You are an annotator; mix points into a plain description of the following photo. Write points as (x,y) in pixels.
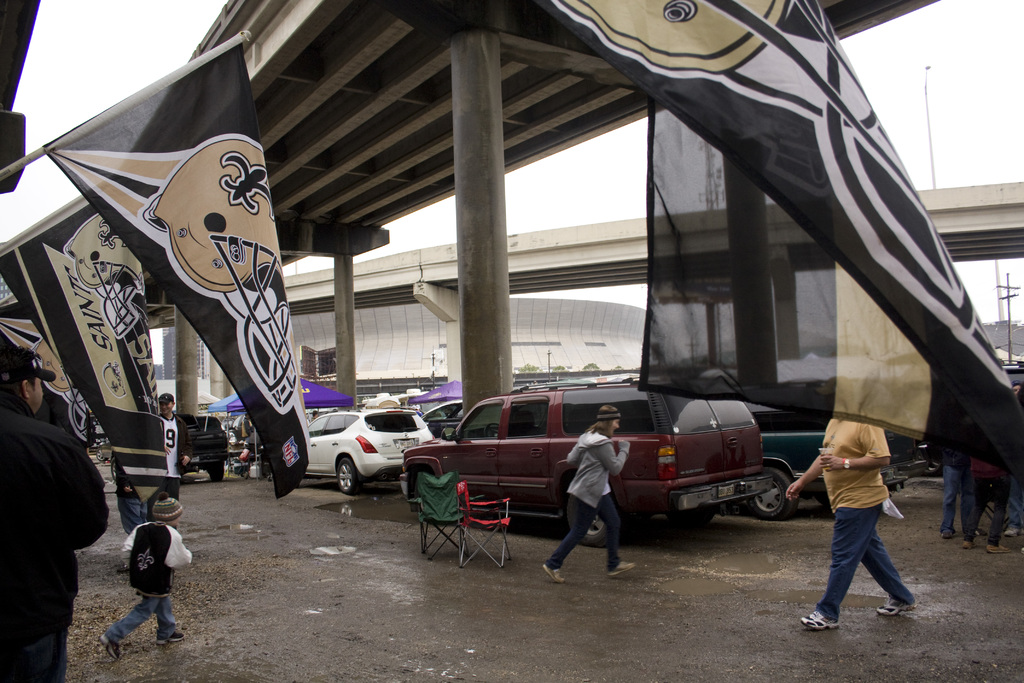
In this image, I can see the flyovers (380,291). There are vehicles (463,442), chairs (446,490), canopy tents (409,402) and few people (18,420) standing under the flyovers (286,193). On the left side of the image (118,432), I can see the flags (179,133) hanging to the poles (48,223).
